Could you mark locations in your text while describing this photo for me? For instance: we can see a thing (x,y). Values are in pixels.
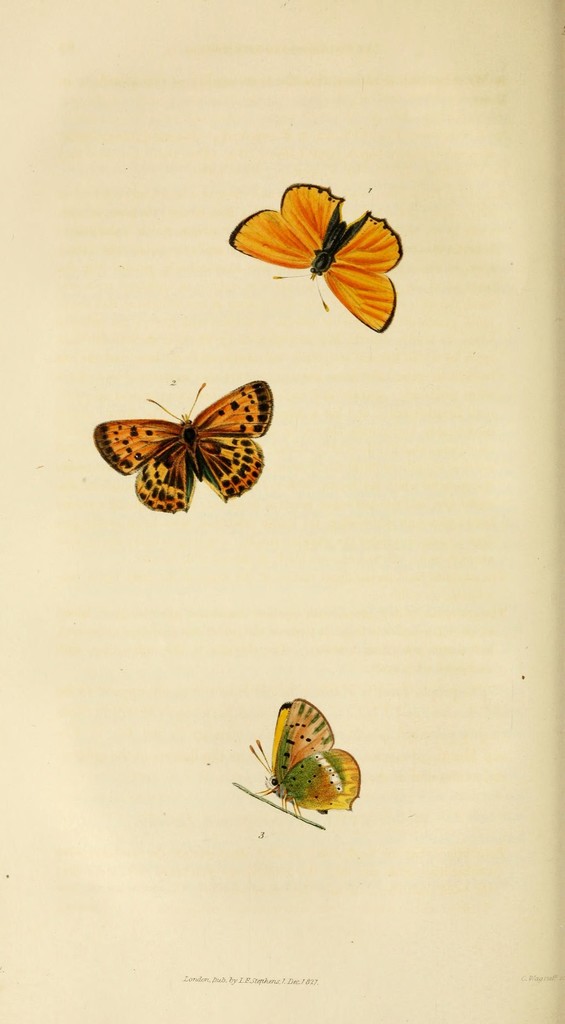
In the center of the image (285,486) we can see the paper (409,689). On the paper (409,689), we can see three butterflies (338,777) and some text (316,984).
